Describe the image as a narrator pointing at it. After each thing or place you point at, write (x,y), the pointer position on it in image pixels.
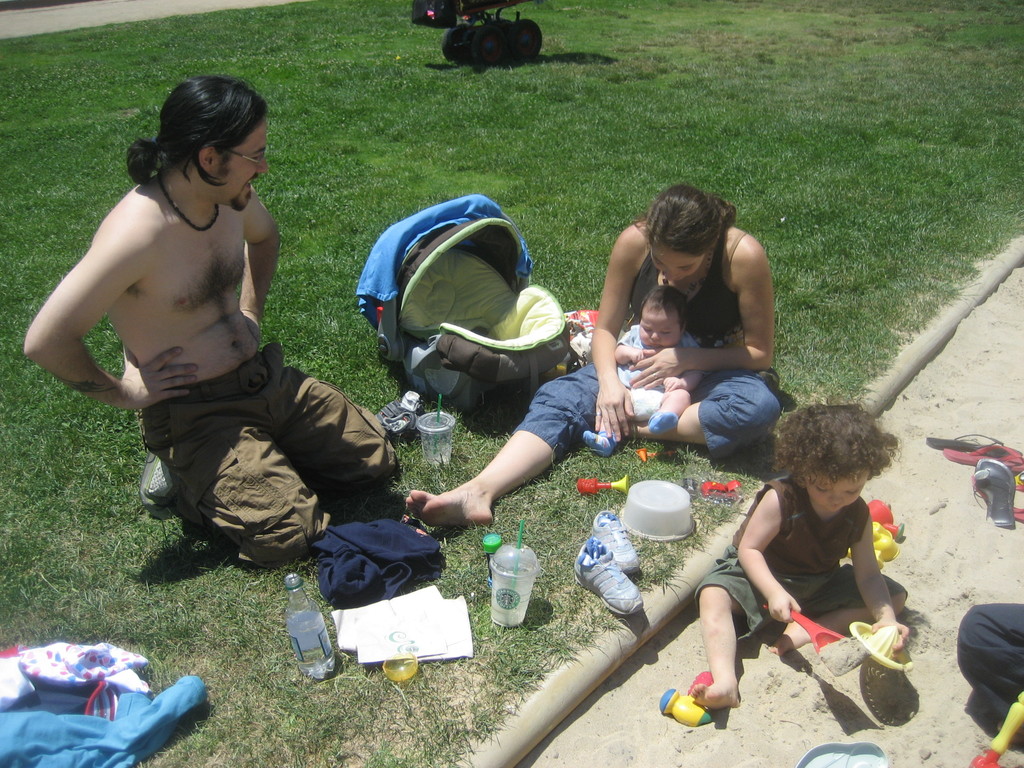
In this image, we can see few people (616,361), kid (739,553) and baby (635,374). Here a woman (729,331) is holding a baby (653,395). Right side of the image (819,511), we can see a kid (801,583) is playing with toys (808,629) and sand (839,655). So many things (199,685) and objects (382,551) are placed on the grass (615,468) and sand (736,764), Top of the image (481,45), we can see wheels (494,45).
